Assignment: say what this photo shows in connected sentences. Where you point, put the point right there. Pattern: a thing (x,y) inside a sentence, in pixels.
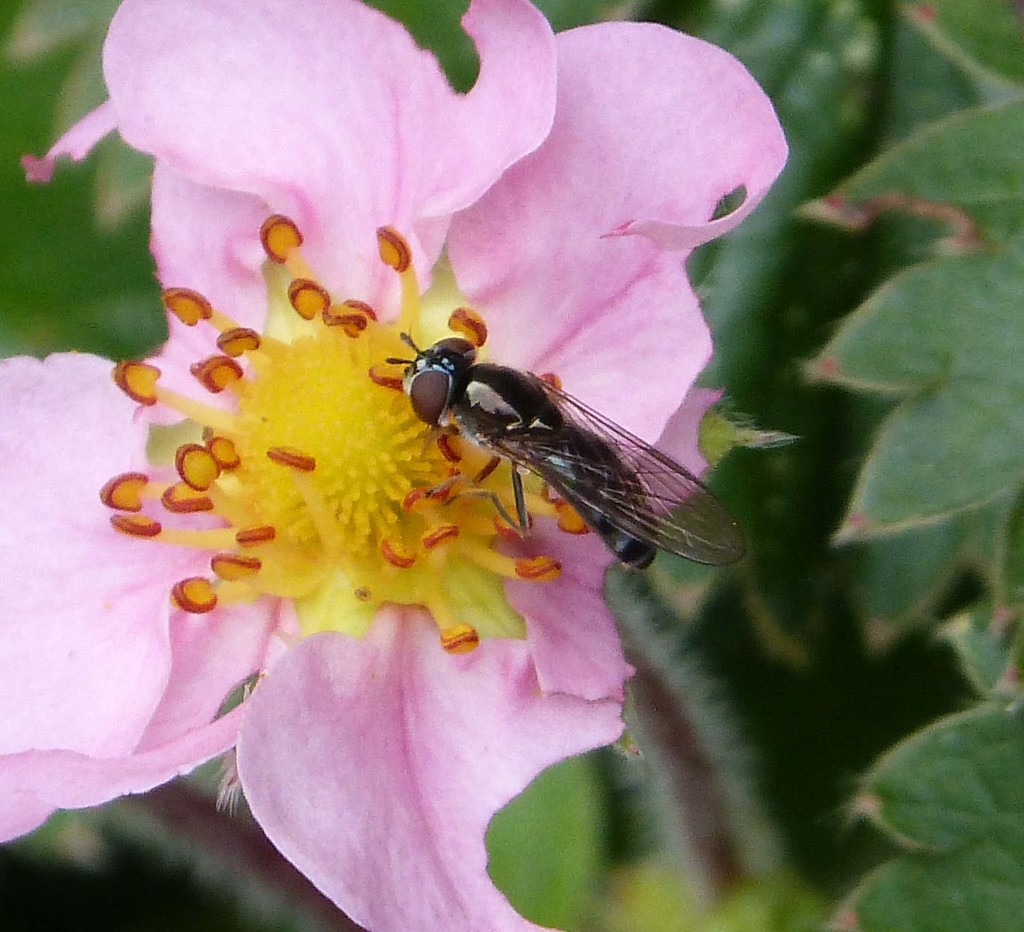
It's a house fly (542,385) on the pink color flower (433,456).
